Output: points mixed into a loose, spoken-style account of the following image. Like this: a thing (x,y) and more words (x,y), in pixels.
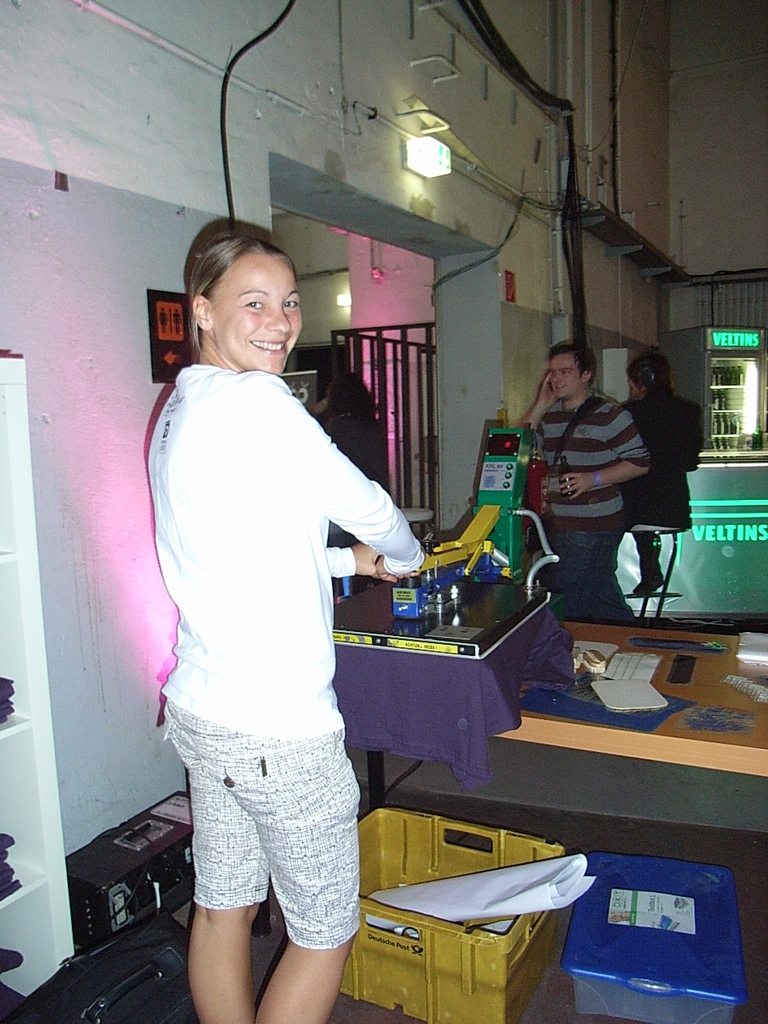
In the center of the image (378,532), we can see a lady (252,431) standing and smiling and holding a machine (412,607) and in the background (640,458), we can see some other people (620,478) and one of them is sitting on the chair (651,575) and the other is holding an object (564,464) and wearing a bag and there are some objects (605,685) on the table (579,726) and we can see a paper (446,879) in the basket (458,966) and there is a tray (606,914) and we can see some grilles (392,345), lights (407,164), pipes (175,53) and some objects (12,714) in the rack (30,877) and there is a wall (605,260). At the bottom (133,958), we can see some objects (148,958) on the floor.
